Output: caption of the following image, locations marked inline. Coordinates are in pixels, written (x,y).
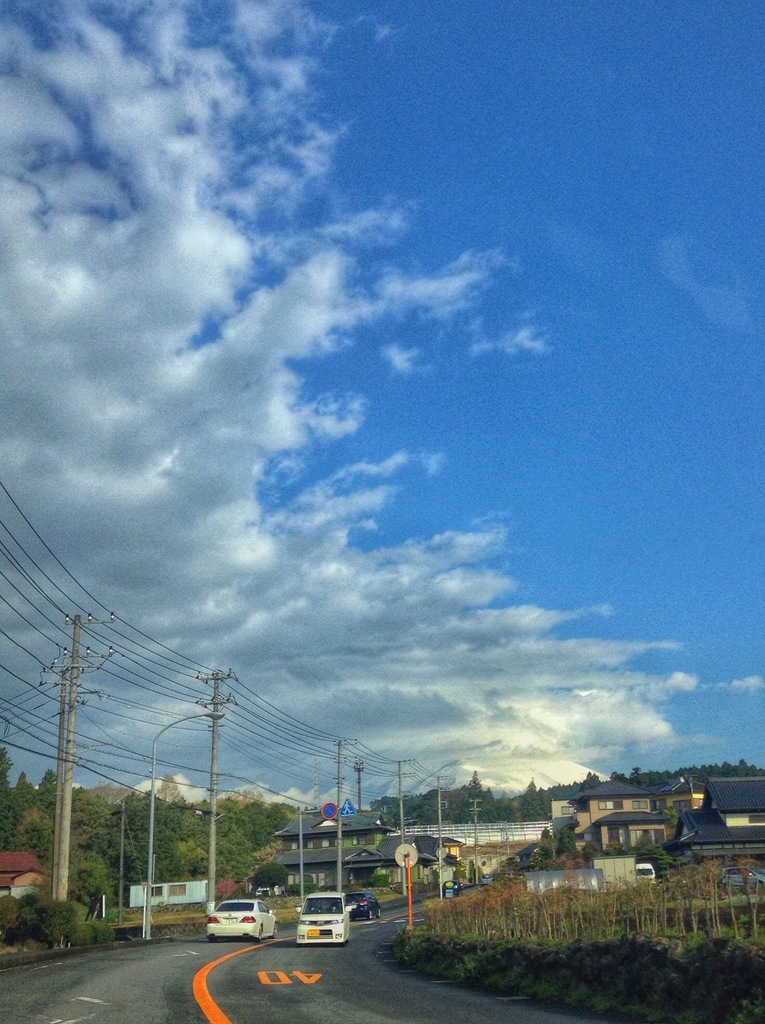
In this image we can see vehicles (217,931) on the road (238,942). There are electric poles (341,817) with wires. In the back (684,825) there are buildings (650,840). Also there are trees (135,861). In the background (406,522) there is sky (414,402) with clouds (541,610).
